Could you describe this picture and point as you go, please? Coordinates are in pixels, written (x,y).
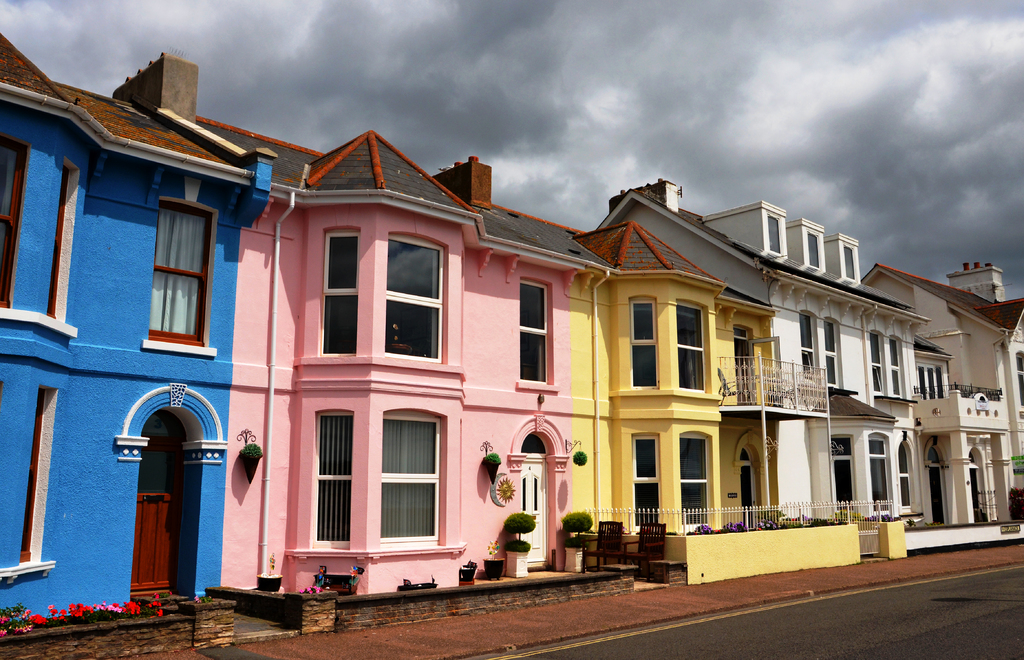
In this image, we can see roof houses (714,476) and plants (570,530). There is road (957,607) in the bottom right of the image (937,638). There are clouds (576,78) in the sky (287,59).
